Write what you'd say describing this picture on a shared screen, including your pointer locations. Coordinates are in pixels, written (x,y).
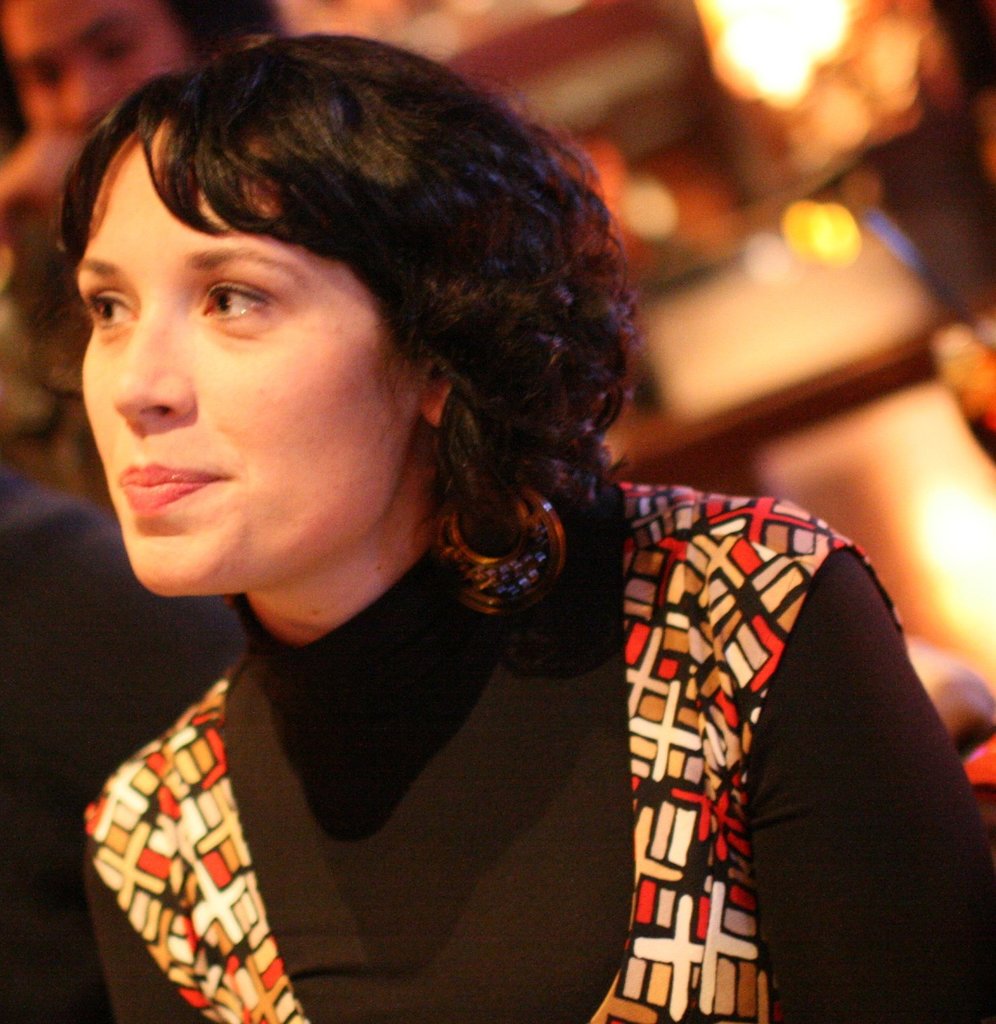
In this image we can see a woman (539,658). She is wearing a black color T-shirt (424,874), waistcoat (633,914) and earrings (524,556). We can see two persons (49,537) on the left side of the image (50,649). The background (819,285) is blurry.
